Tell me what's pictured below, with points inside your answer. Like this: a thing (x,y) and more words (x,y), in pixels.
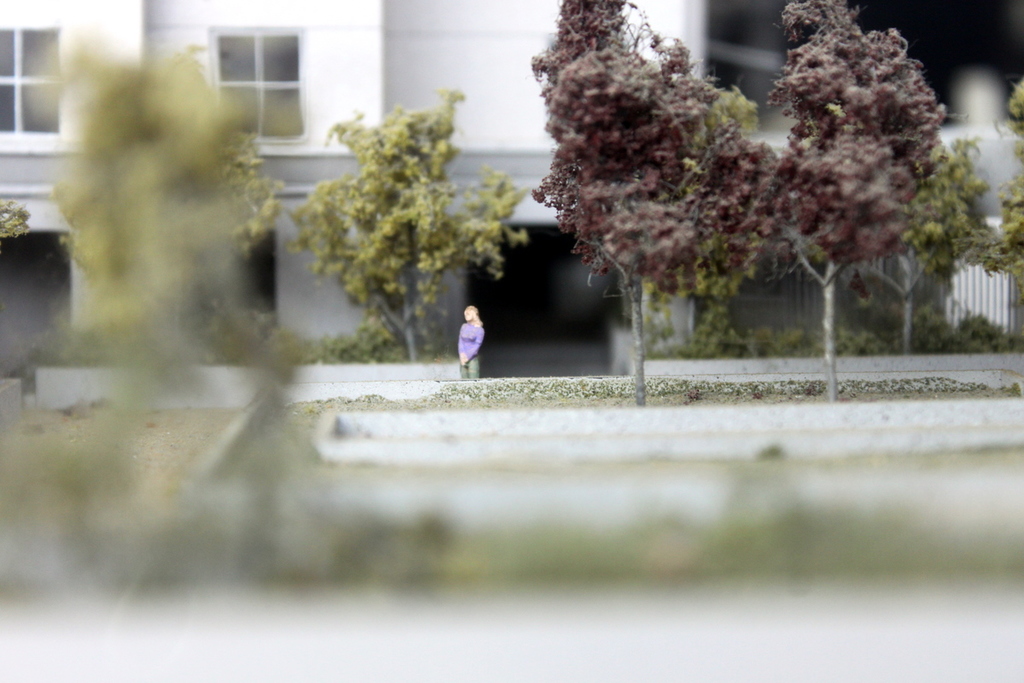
In this picture there is a woman (472,340) wearing purple color t-shirt (469,355) standing. Behind there is a white color building (308,114) with glass window (294,91). In the front (270,536) bottom side there is a blur image.
